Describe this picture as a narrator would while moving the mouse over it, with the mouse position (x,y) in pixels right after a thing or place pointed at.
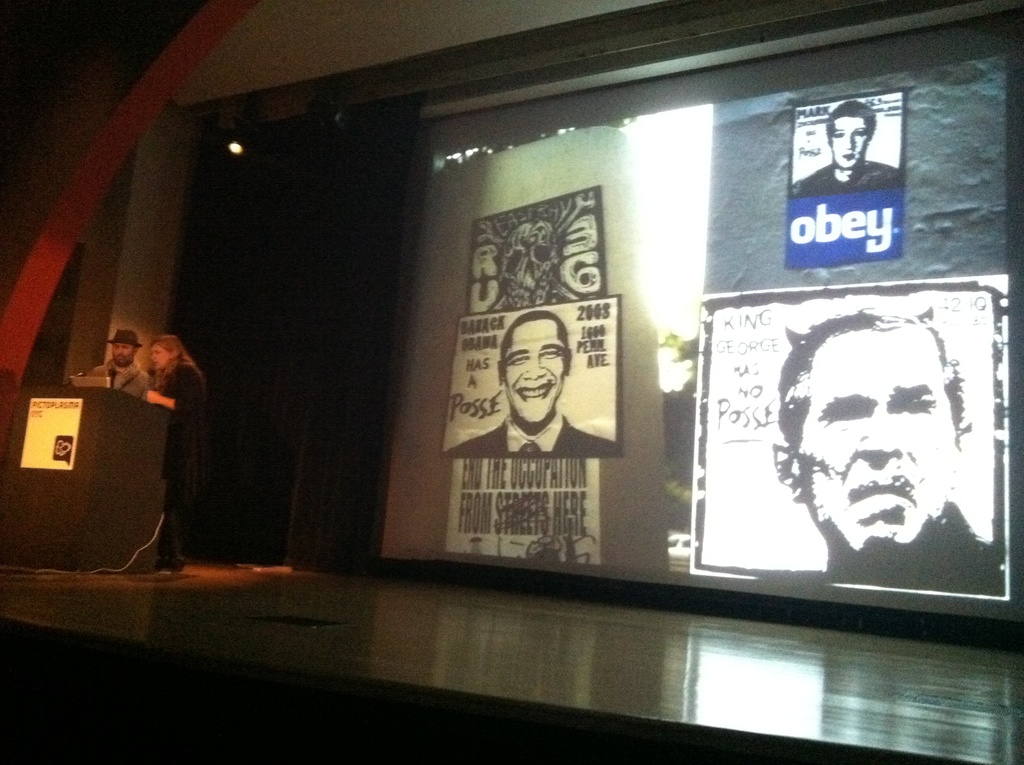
In this image there is a projector board (685,126) hanging on a wall (1020,226). There are pictures (590,348) of few people (805,404) and text (570,256) is displayed on the projector board (631,433). To the left (152,442) there is a podium (98,553) in the dais (292,644). There are two people (123,361) standing at the podium (99,394). In the background (139,237) there is a wall (121,245). There is a light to the ceiling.
